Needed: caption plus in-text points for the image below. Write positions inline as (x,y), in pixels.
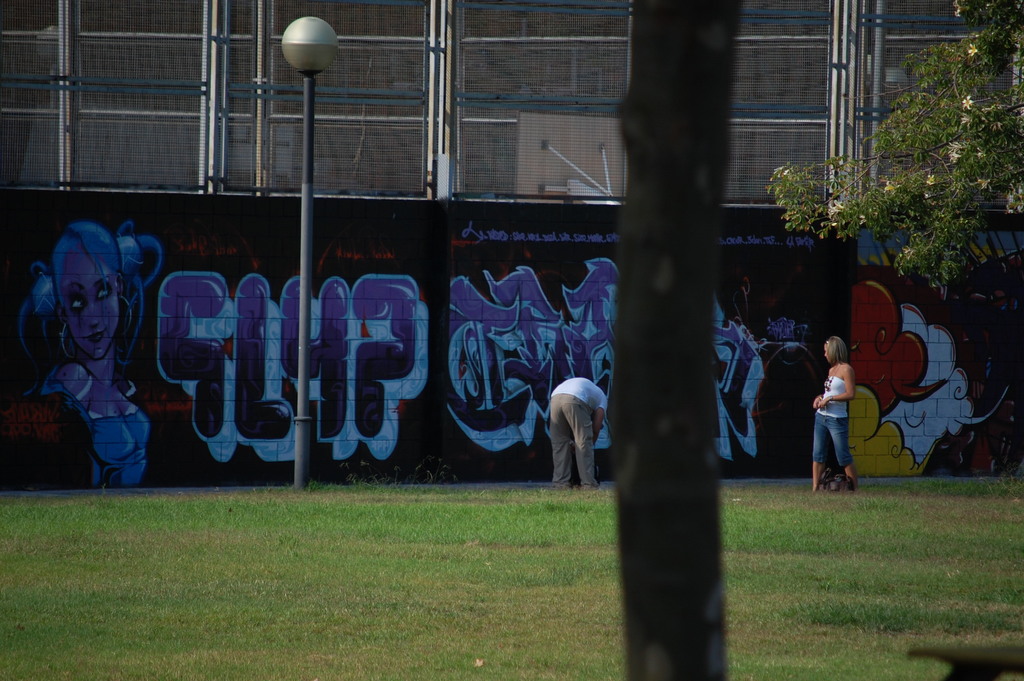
In this image we can see persons (832,405) standing on the ground (386,499), street pole (310,326), street light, paintings (290,311) on the wall (154,303), mesh (364,64) and a tree (954,155).
